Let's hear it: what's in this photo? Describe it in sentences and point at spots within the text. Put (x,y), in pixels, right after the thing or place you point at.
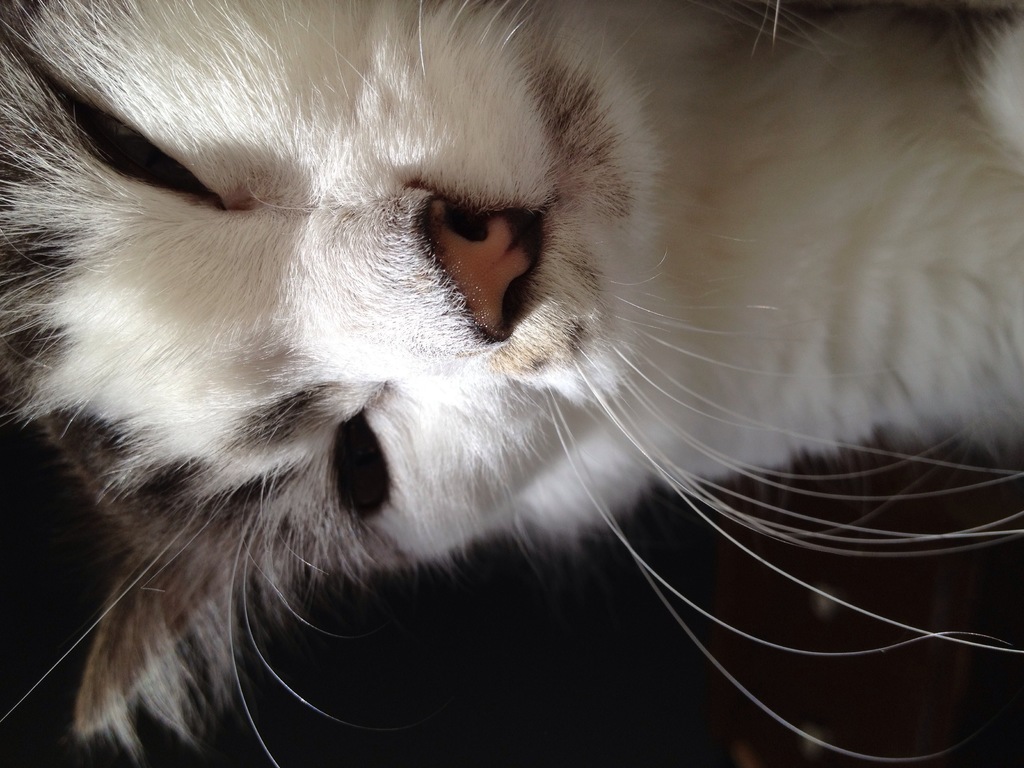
In the foreground of this image (655,396), there is a cat (762,300) and the background (482,696) image is dark.
